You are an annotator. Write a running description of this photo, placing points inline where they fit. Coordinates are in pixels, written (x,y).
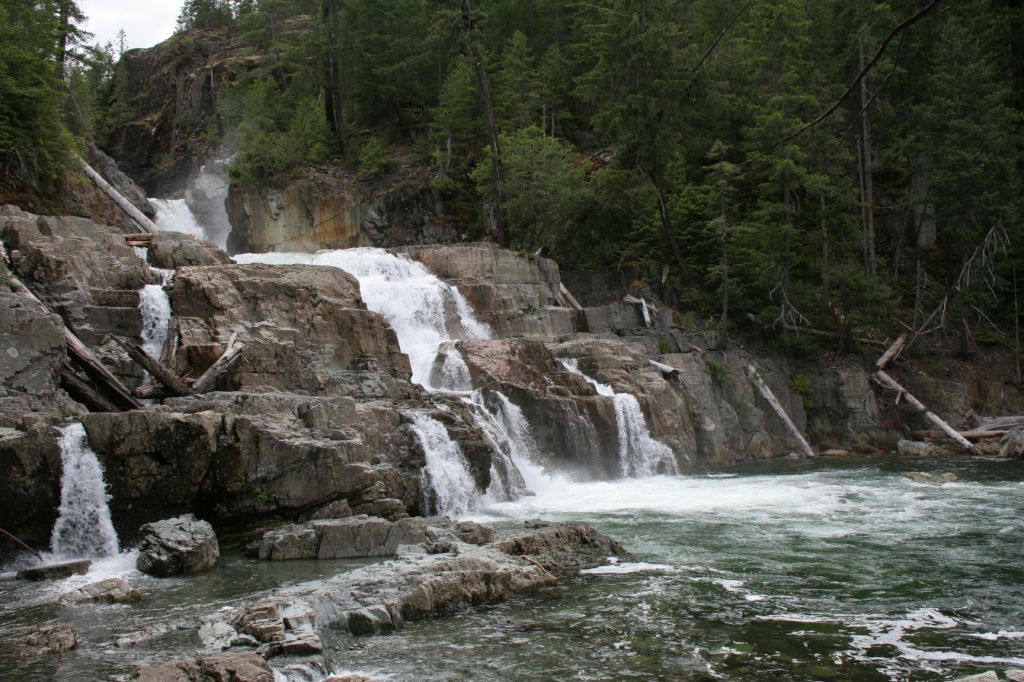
In this image I can see few trees (310,12), waterfall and rocks (240,317). The sky (124,10) is in white color.
